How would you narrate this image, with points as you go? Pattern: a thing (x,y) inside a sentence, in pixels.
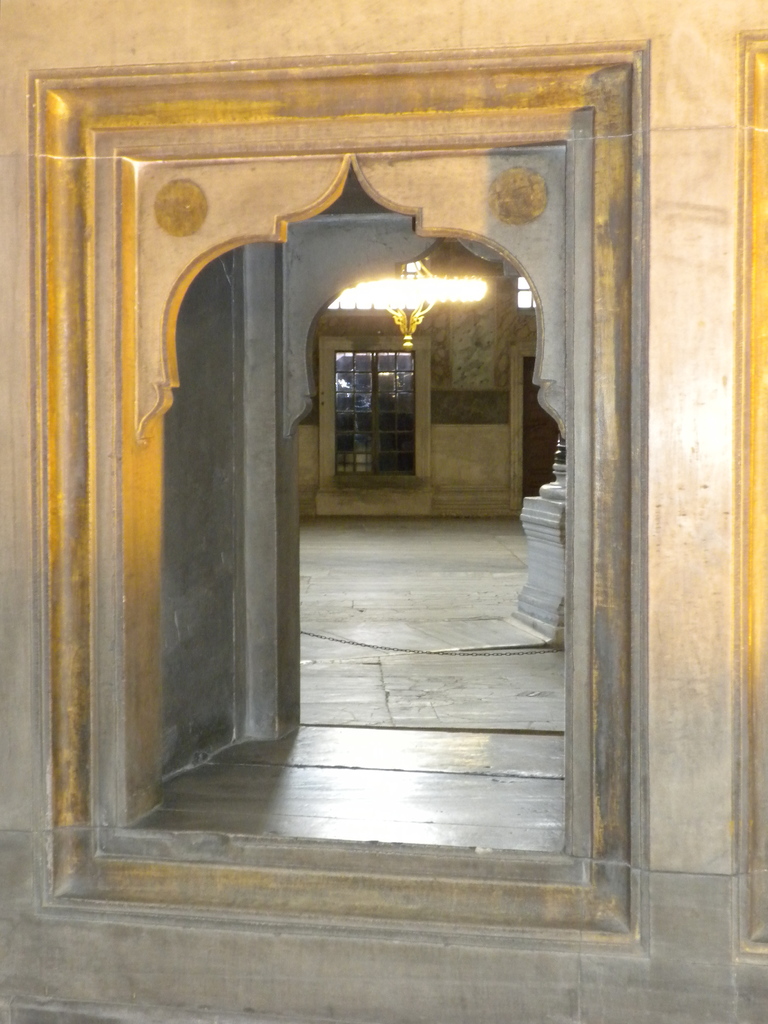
In front of the image there is a window (237,718) through which we can see a door (553,436), wall (493,329) and windows (519,301). At the top of the image (421,323) there is a chandelier (395,297). At the bottom of the image (504,708) there is a floor (549,708).
